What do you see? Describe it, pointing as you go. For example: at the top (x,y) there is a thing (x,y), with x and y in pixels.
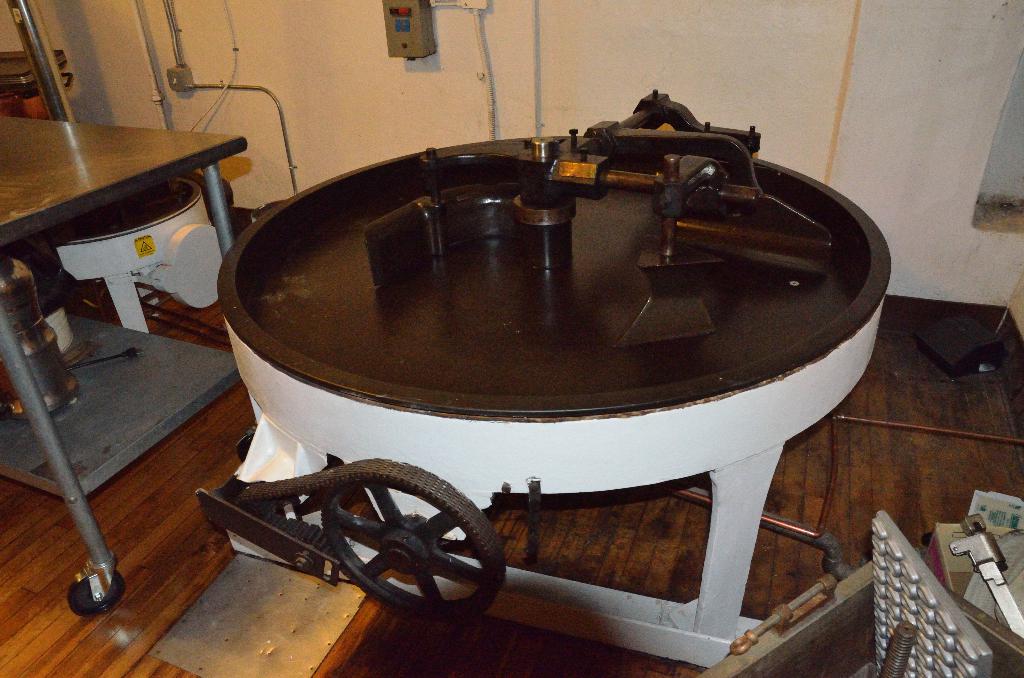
In this picture I can see some objects (469,472), this is looking like a machine (706,402), there are pipes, and in the background (358,53) there is a wall (320,51).
